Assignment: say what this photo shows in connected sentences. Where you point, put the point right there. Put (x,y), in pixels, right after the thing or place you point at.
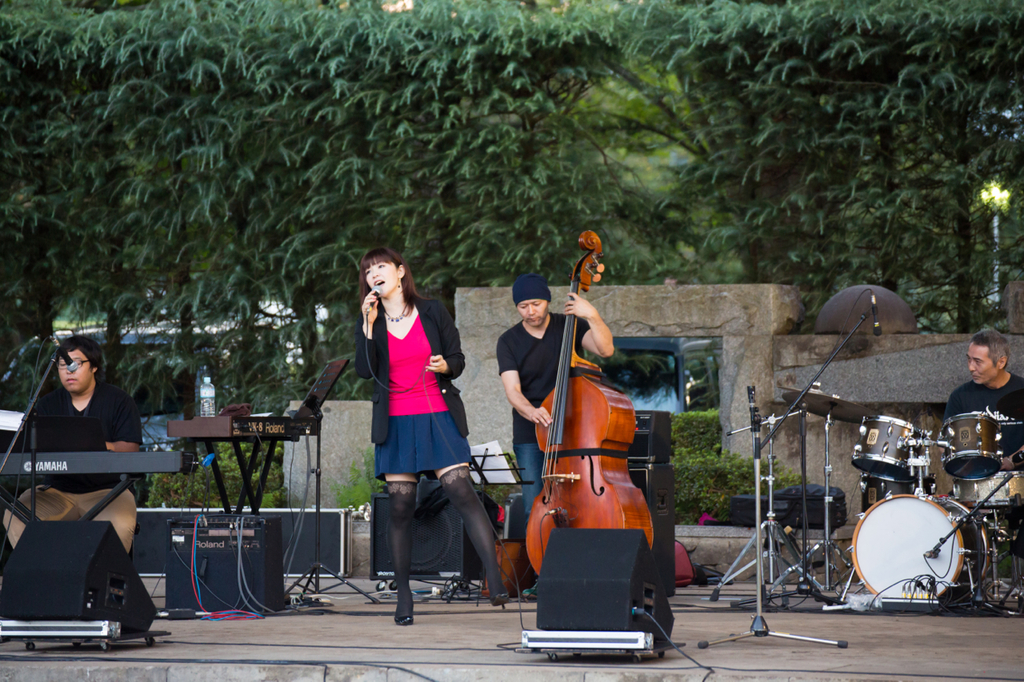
In this picture we can see four people (593,323) on stage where three (89,406) are playing musical instruments (572,465) and a woman (369,263) singing on mic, speakers (112,607), stands (761,622) and in the background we can see trees (678,212).
